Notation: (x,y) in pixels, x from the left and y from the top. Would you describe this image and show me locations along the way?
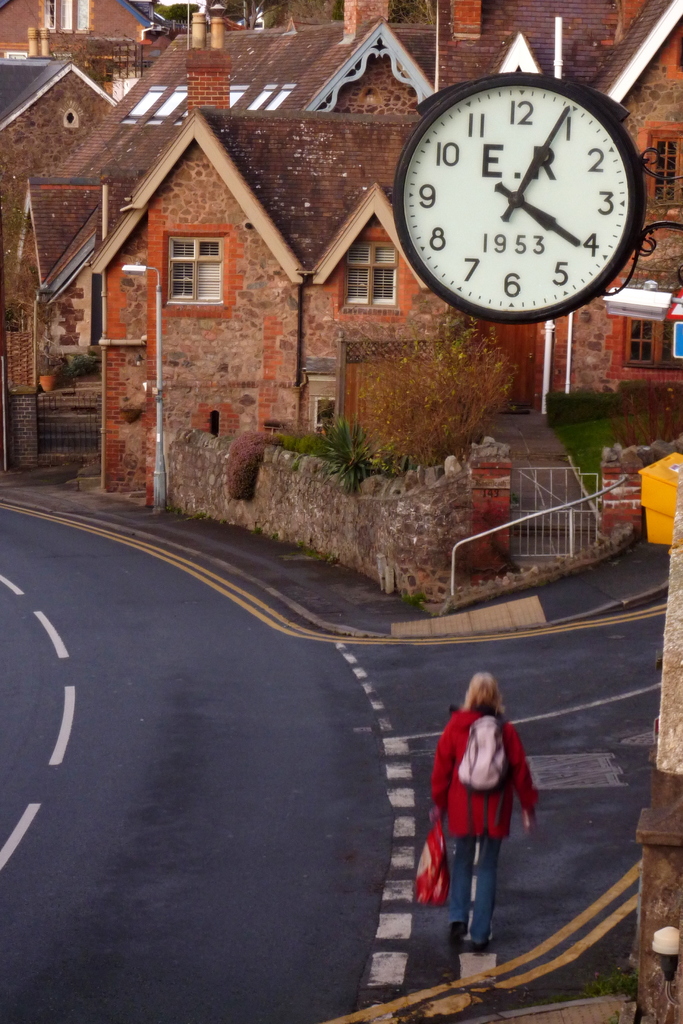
The picture there are some houses (46,133) and on the road (419,971) there is a woman (448,799) standing with a luggage (429,848) in her hand (431,813) and beside her there is a clock (548,239) with some pole (670,225).
